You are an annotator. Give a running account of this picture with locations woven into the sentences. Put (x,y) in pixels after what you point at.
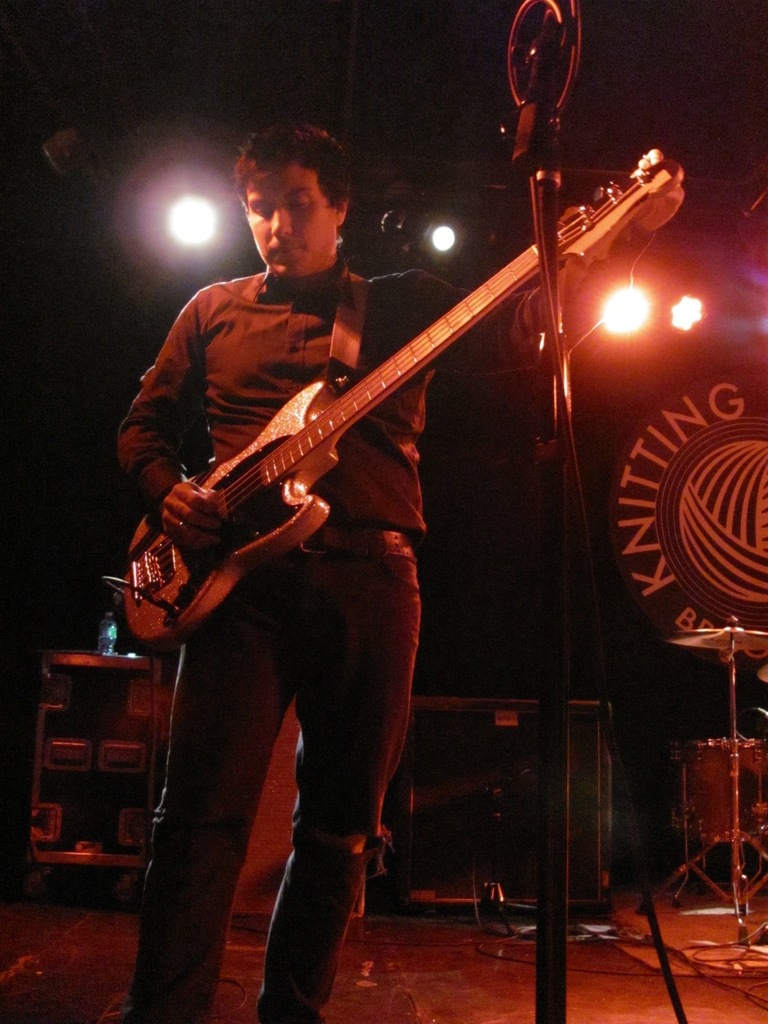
Here we can see a person (300,274) standing on the floor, and holding a guitar (298,480) in his hand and in front (533,112) here is the stand (543,98), and at above here are the lights (637,327).
